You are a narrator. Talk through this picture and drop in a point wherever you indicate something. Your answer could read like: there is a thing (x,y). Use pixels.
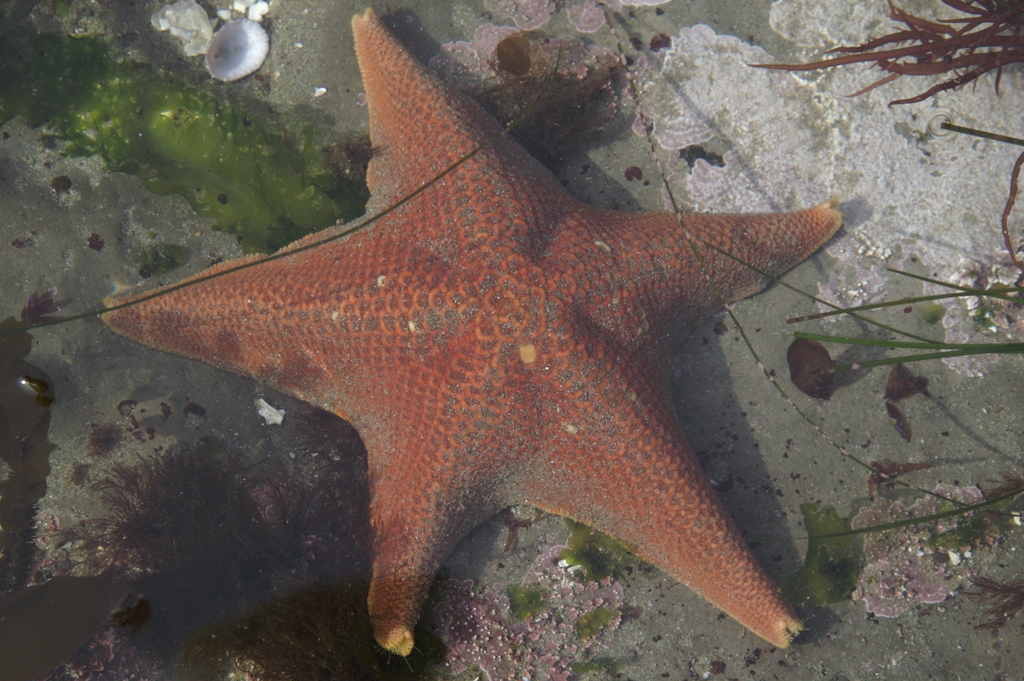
In the picture there is a star fish (483,348) and around the star fish (356,389) there is a shell (227,42), some grass leaves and other items (242,223).
